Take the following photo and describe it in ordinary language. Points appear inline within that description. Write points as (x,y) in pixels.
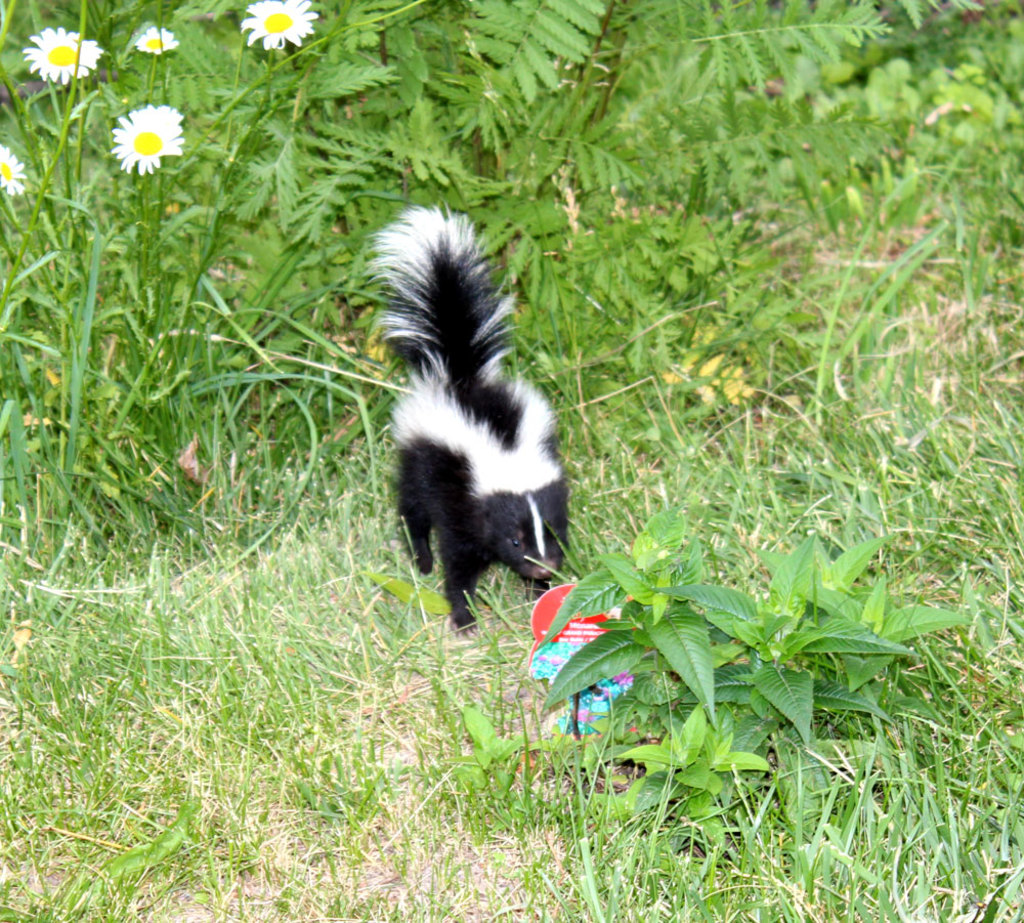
In this image I can see an animal (444,489) is in black and white color, on the left side (118,258) there are flower plants (252,181). At the bottom (469,704) there is the grass (387,693).
